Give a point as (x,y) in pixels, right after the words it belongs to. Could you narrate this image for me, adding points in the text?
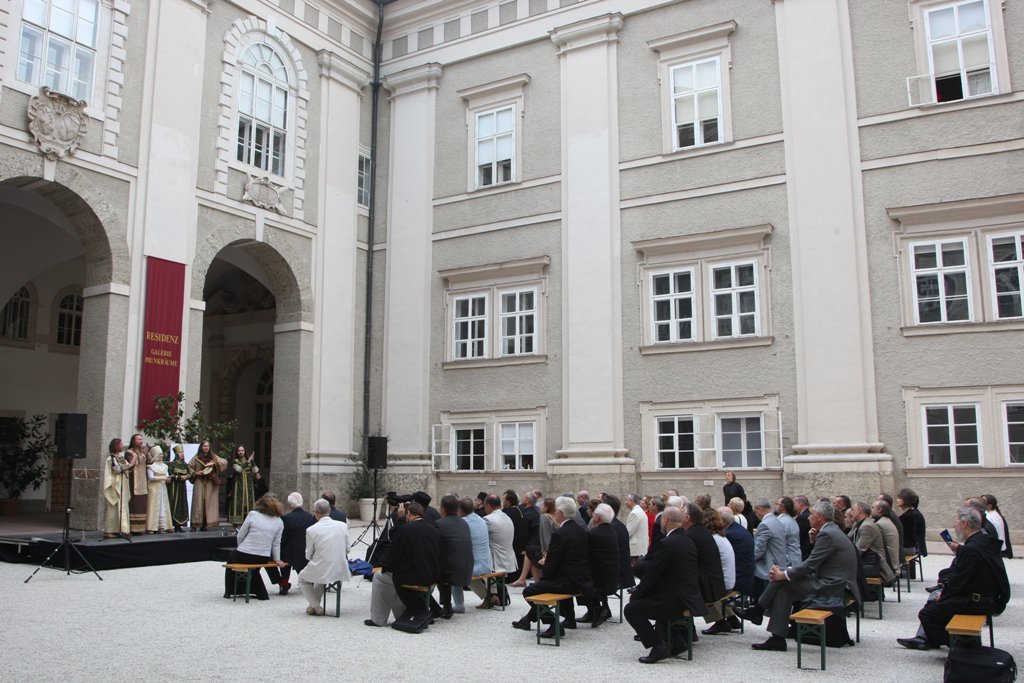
This is an outside view. Here I can see many people (664,545) are sitting on the benches (981,617) which are placed on the ground (415,650) and looking at the people (163,482) who is standing on the stage (143,536) which is on the left side (121,560). On both sides of the stage (107,554) I can see two speakers (64,455). In the background (382,340) there is a building (332,334) and some plants (37,446).
